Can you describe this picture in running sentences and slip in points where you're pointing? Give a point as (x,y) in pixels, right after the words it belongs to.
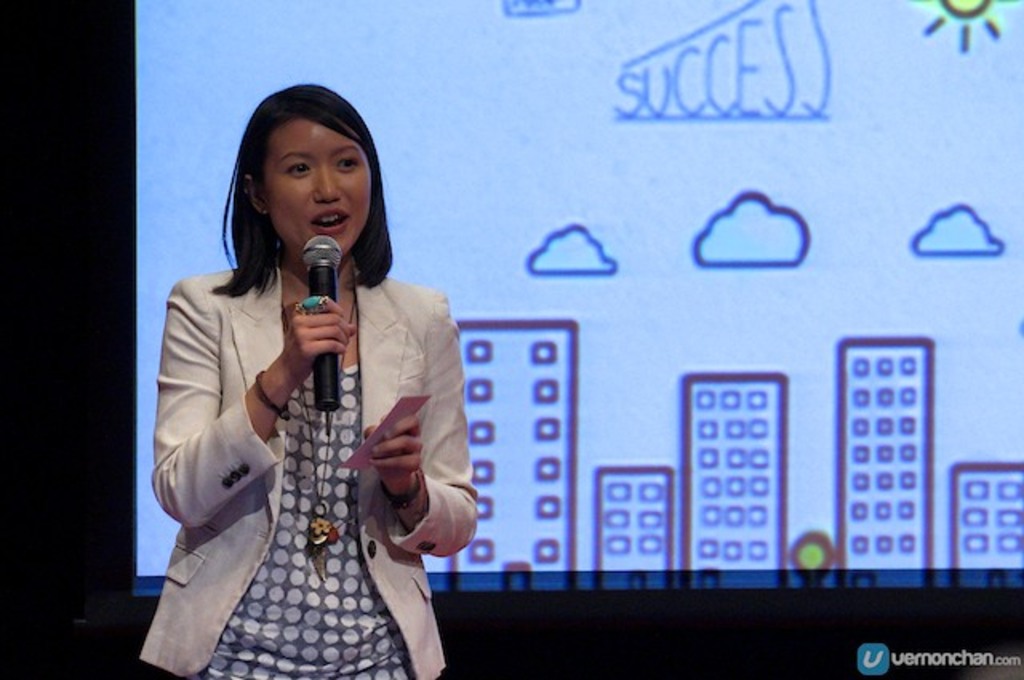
This image is clicked in a meeting. There is a woman (257,124) standing and talking. She is wearing a white color jacket (226,355). And holding a mic (331,364) in her hand (343,333). In the background (765,56) there is a screen (541,95). On which building drawings (781,418) are projected.
